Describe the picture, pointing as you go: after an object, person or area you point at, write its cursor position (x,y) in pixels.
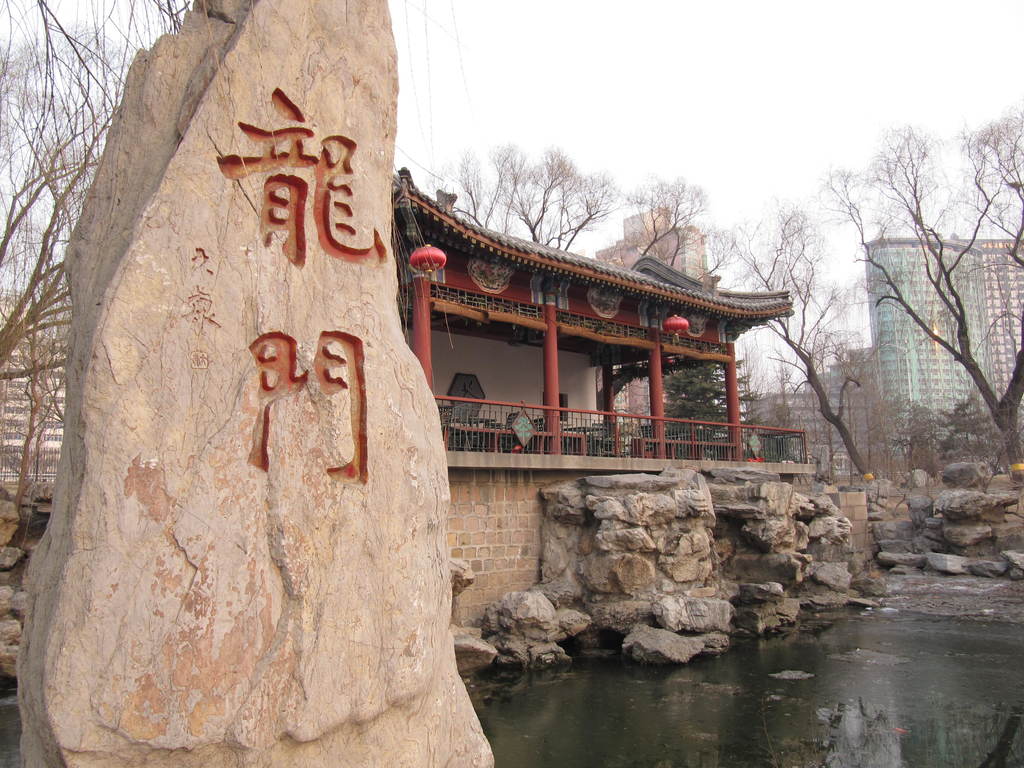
In the image there is some Chinese architecture (470,500) and around that there are many dry trees (873,444), on the right side (885,295) in the background (973,336) there is a tall building (973,336).
